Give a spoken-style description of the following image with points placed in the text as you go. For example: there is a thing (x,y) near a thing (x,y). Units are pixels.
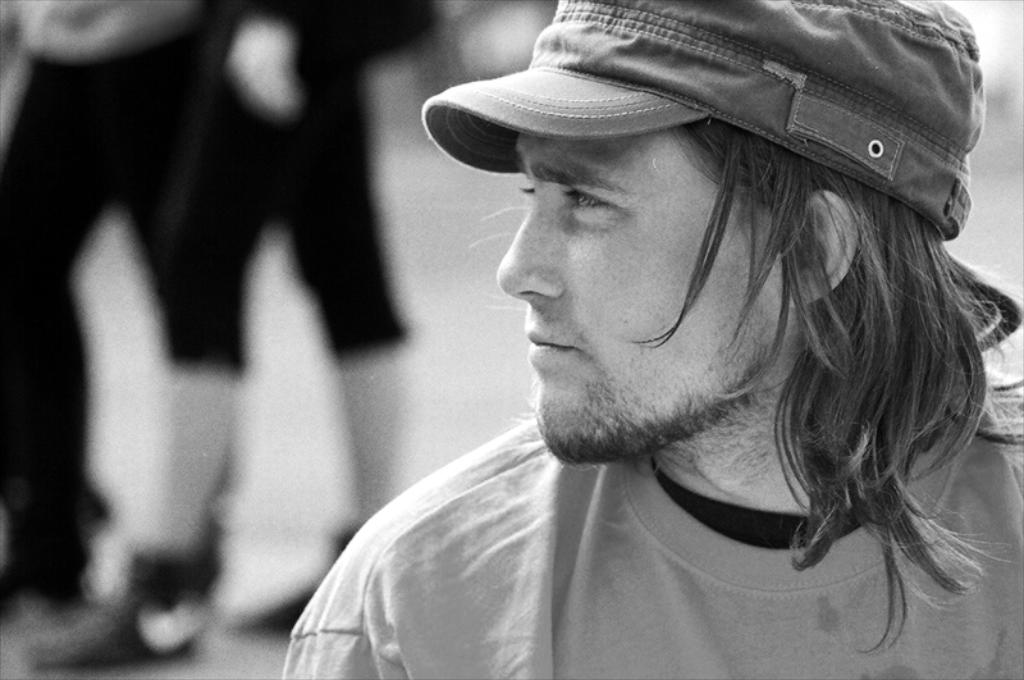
In this image I can see a person (562,491) wearing a cap (872,168) and I can see persons legs (177,135) visible on the left side (74,128).
